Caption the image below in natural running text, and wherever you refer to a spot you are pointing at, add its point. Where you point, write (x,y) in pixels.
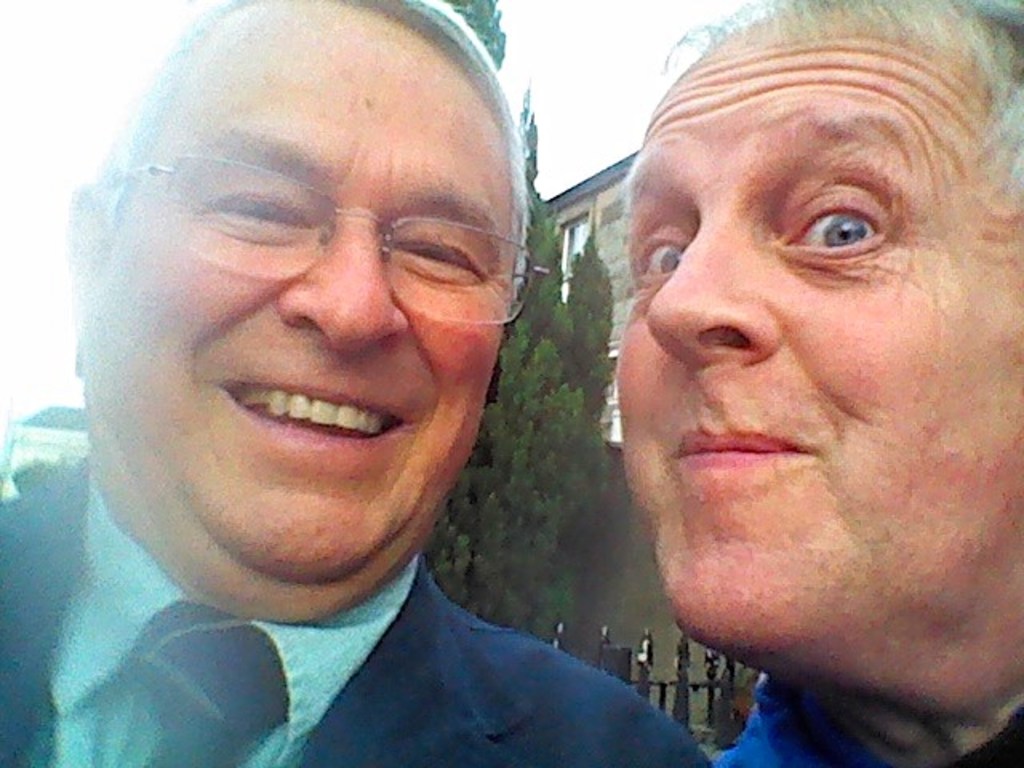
In this picture I can see there are two men (717,455) they are wearing blazers (414,713) and smiling, the person (480,363) on to left (230,206) is wearing spectacles (291,249) and in the backdrop (499,370) I can see there are trees (597,267) and a building (556,206).
